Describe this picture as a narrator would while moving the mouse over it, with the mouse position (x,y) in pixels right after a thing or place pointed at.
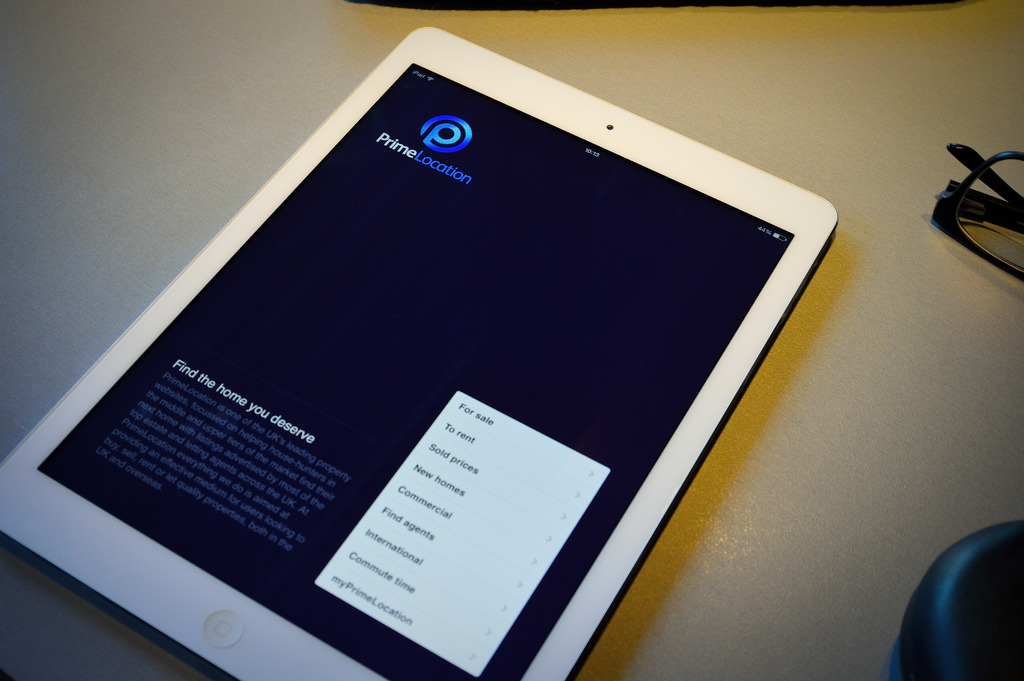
In this image there is a tablet (466,331) on the surface (815,178). There is text (259,470) displayed on the screen (359,415) of the tablet (386,502). To the right (975,194) there are spectacles (970,215). In the bottom right (952,608) there is an object (934,617) on the surface (22,625).
